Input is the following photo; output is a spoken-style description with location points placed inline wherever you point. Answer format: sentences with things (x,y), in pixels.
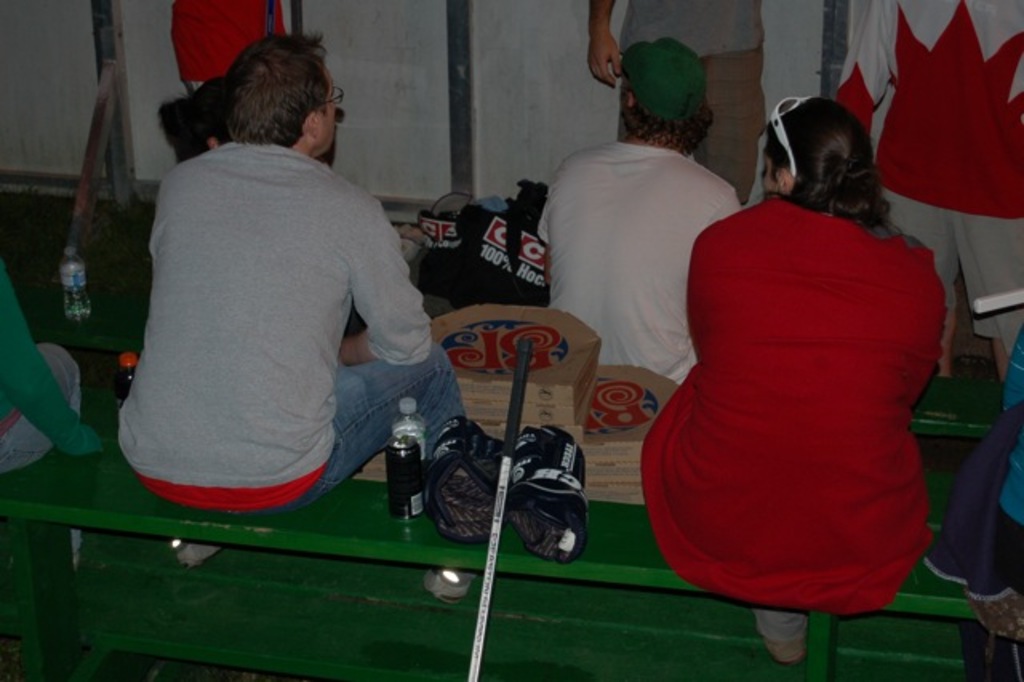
In this picture I can see few people (305,331) seated and I can see few water bottles (70,274) and a can (412,488) and I can see few carton boxes (538,401) and few people (920,182) standing.
